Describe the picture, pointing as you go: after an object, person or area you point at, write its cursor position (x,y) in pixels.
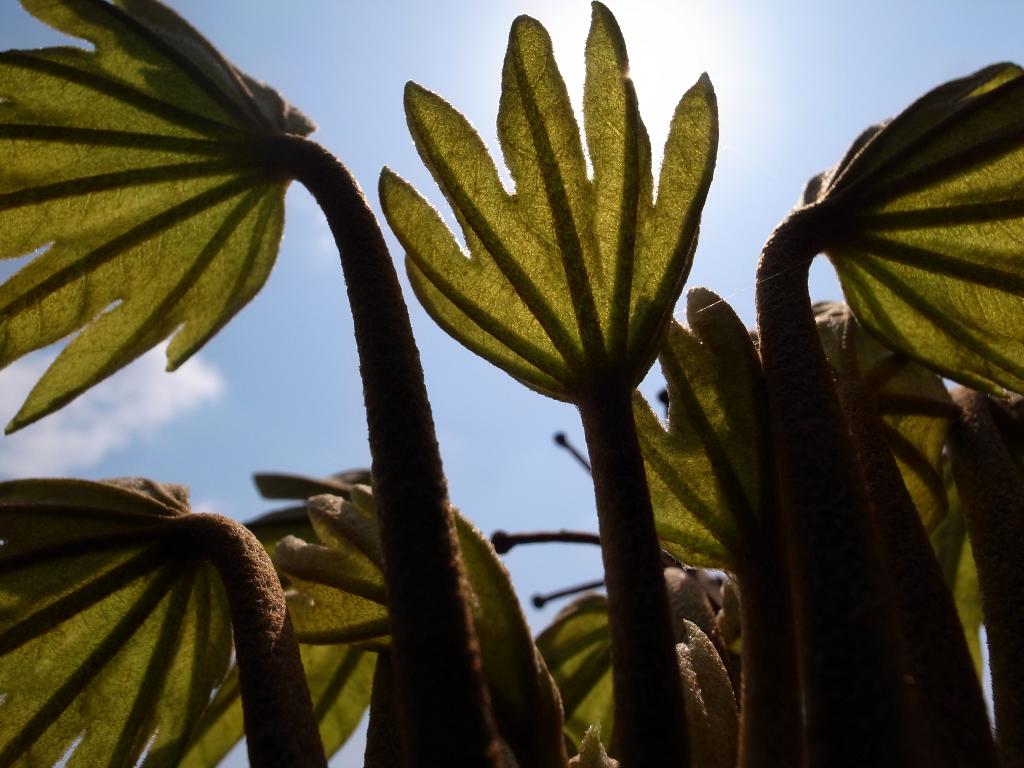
In the picture I can see green color leaves (214,710). In the background (347,750), I can see the blue color sky (446,457) with clouds (64,447).
